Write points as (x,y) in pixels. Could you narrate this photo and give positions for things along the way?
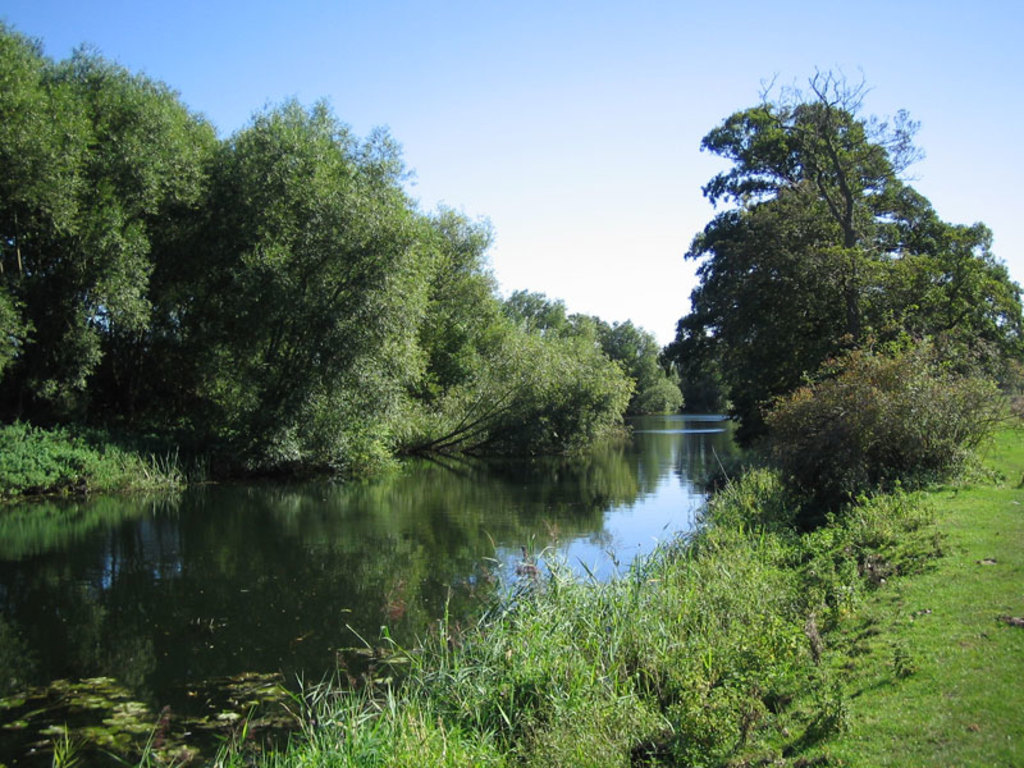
In this image, I can see water (518,484), grass (582,661) and trees (823,312). In the background (540,241), there is the sky (562,125).
